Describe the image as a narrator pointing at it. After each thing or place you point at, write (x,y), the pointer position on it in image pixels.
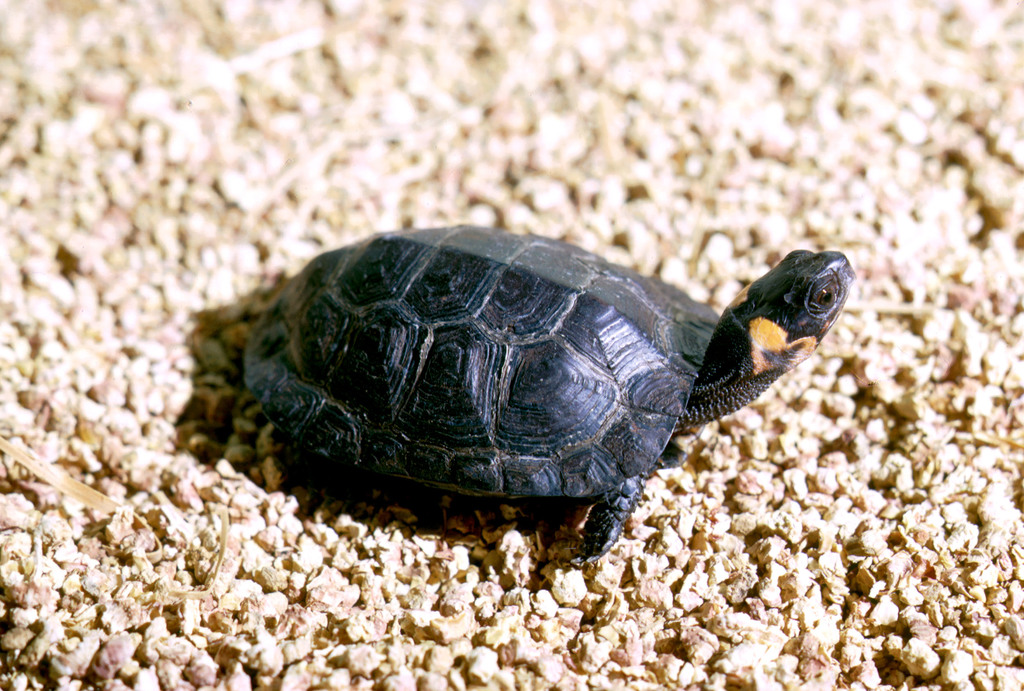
In this image we can see a black color turtle (513,442) on the ground (488,508) and this part of the image is blurred.
